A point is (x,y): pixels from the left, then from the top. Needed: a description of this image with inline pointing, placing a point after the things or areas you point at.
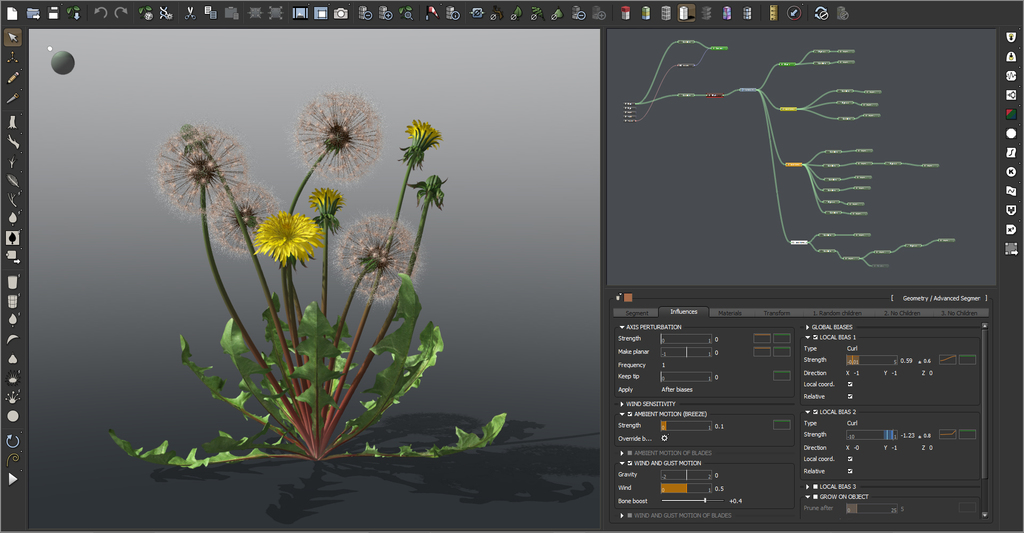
In this picture on the left side (101,418), it looks like a 3D image and on the right side (739,80) there are many editing tools (824,415) on the computer display (186,377).
